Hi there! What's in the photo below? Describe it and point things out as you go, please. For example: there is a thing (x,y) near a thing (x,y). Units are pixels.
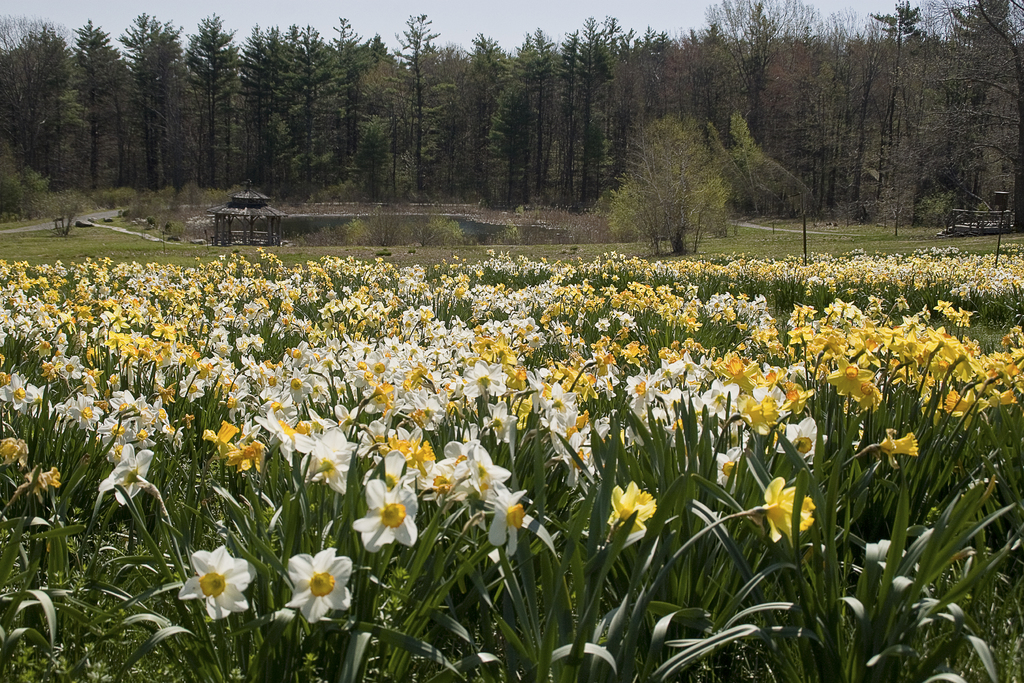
In the image we can see flower plants (561,496) and the flowers (327,573) are white and yellow in colors. Here we can see grass (256,256), trees (447,160), water (293,225) and the sky (269,21).
